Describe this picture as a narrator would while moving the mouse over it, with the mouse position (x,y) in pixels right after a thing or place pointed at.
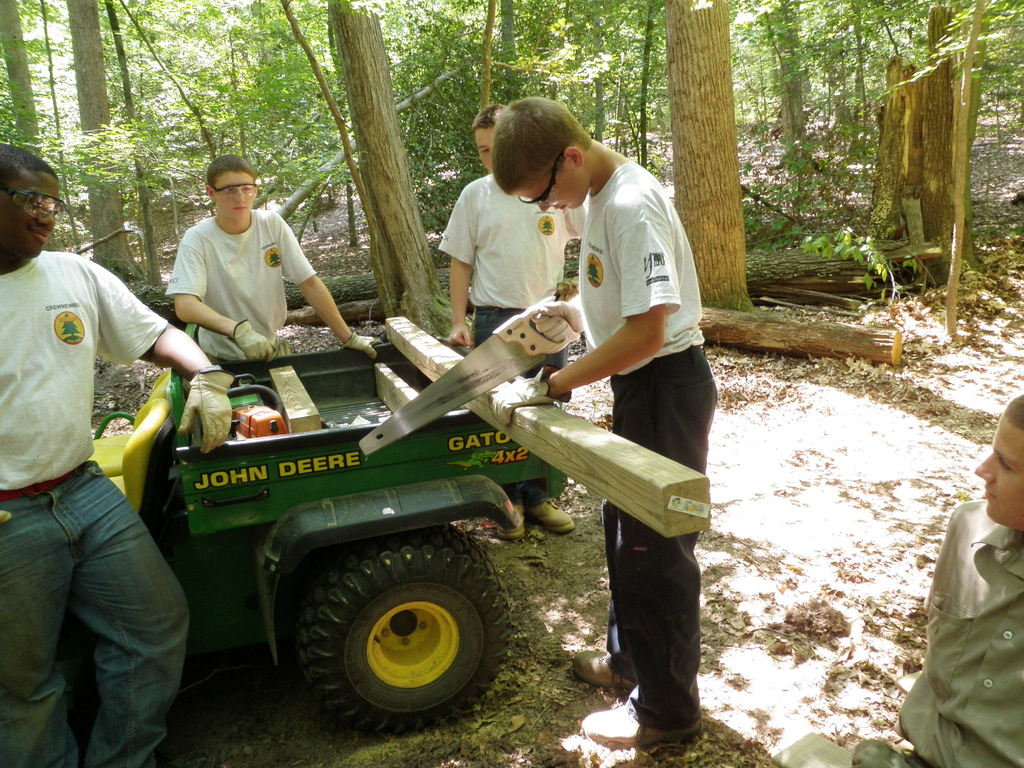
In the bottom right corner of the image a man (1022,457) is sitting. In the middle of the image (672,436) few people (28,508) are standing and he is holding a tool (469,378) and wooden stick (423,338) and we can see a vehicle (383,355). At the top of the image (715,212) we can see some trees (988,20).
